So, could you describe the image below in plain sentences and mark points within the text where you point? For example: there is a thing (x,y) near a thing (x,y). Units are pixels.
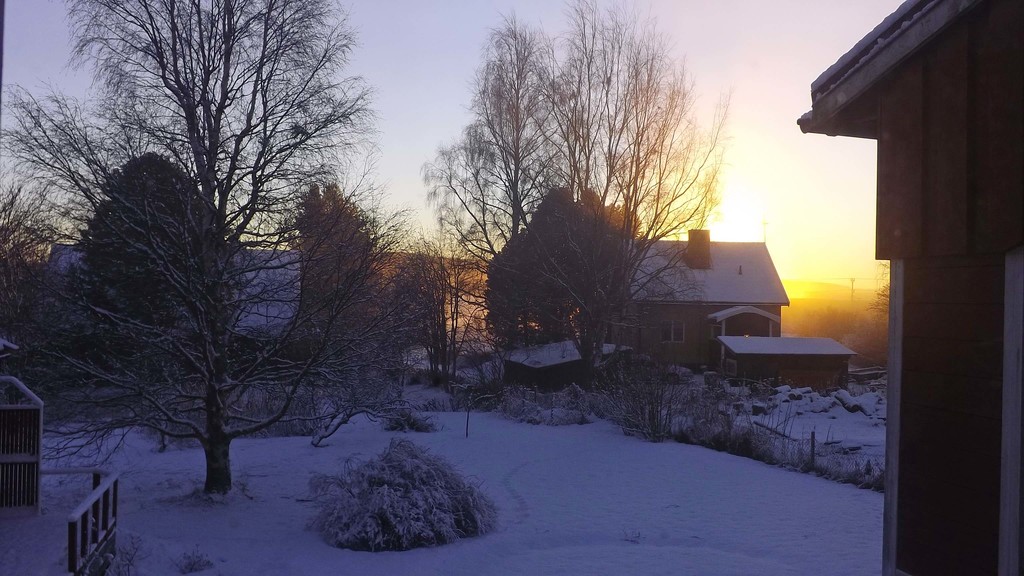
In this image I can see few houses (834,71), windows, trees (239,140), few objects (42,427), snow (104,459) and the sky (446,6).
